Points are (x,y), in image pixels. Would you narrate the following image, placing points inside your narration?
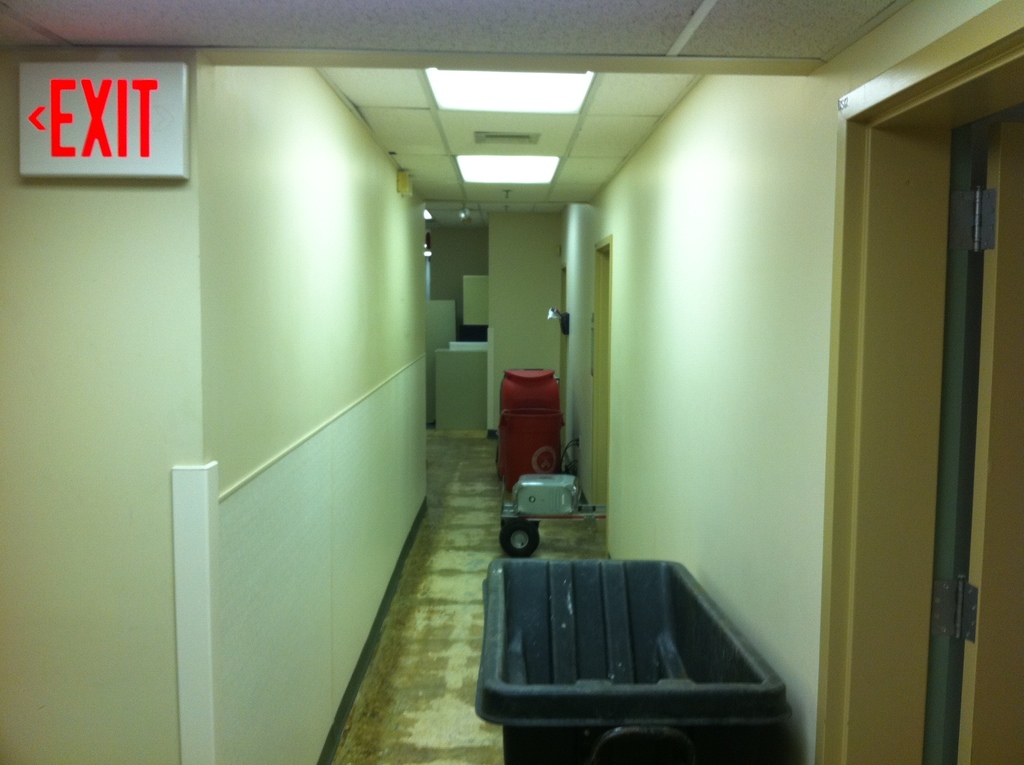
This is an inside view of a building (351,571). On the right side (995,542) there is a door (997,648). On the left side (72,105), I can see an exit board (82,140) to the wall (74,236). At the bottom of the image (553,641) I can see a black color dustbin (610,643) on the floor (428,663). In the background (539,431) there is a red color drum (527,417) and vehicle (527,510) are placed on the floor (476,510). On the top (503,87) I can see the lights (508,163).
